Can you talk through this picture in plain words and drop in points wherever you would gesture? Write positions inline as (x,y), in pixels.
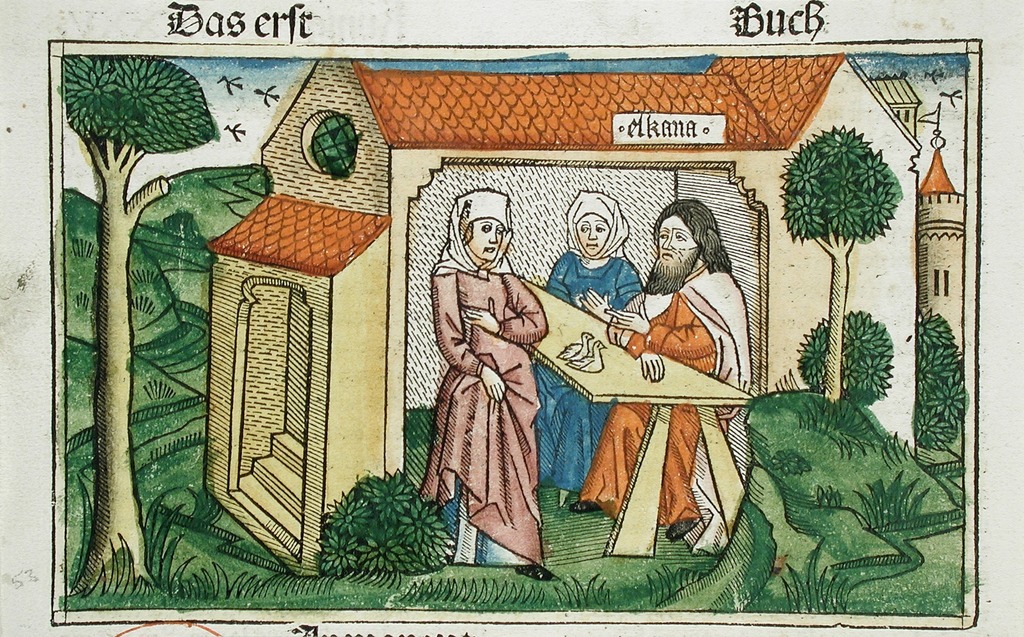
In this image there is a painting (375,381) of a few people (472,352) and two birds (606,347) on the table (678,403), behind them there is a house (247,241), around the house (417,290) there is greenery (390,511) with trees (118,439), plants (378,508) and grass (157,275). In the background (277,91) there are a few birds (257,90) in the sky (272,76), at the top (177,32) and bottom of the image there is some text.
